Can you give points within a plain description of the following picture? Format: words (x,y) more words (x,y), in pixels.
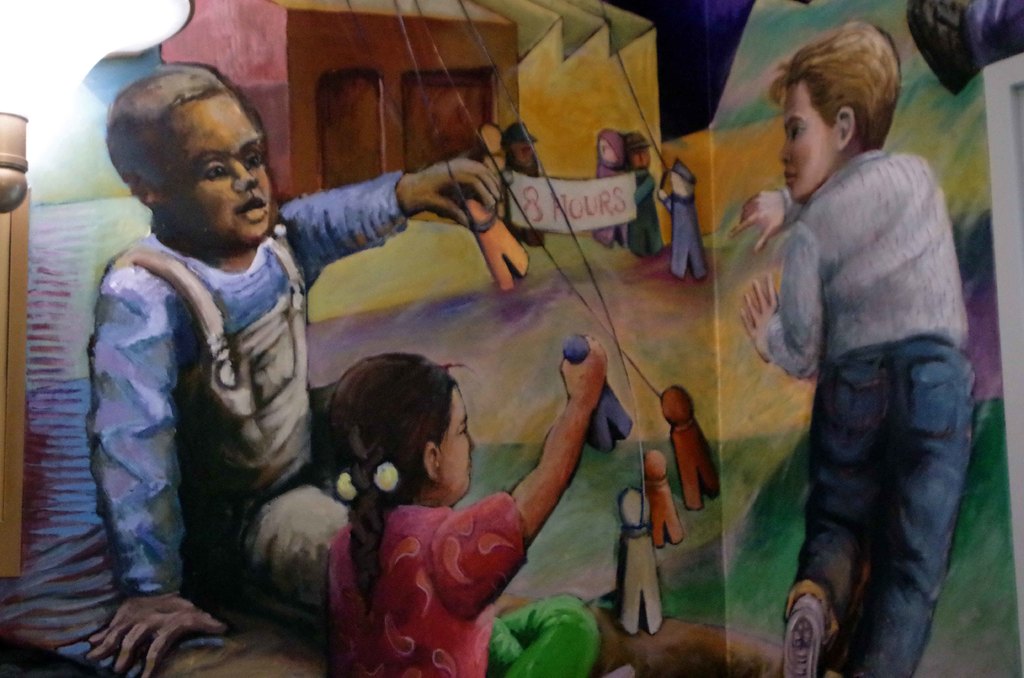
This image is a painting. In this image there are two children (291,341) playing with some objects (709,472). One child (872,413) is running. In the back (374,67) there is a shed (349,68). In the background (533,147) there are few objects (561,197).
